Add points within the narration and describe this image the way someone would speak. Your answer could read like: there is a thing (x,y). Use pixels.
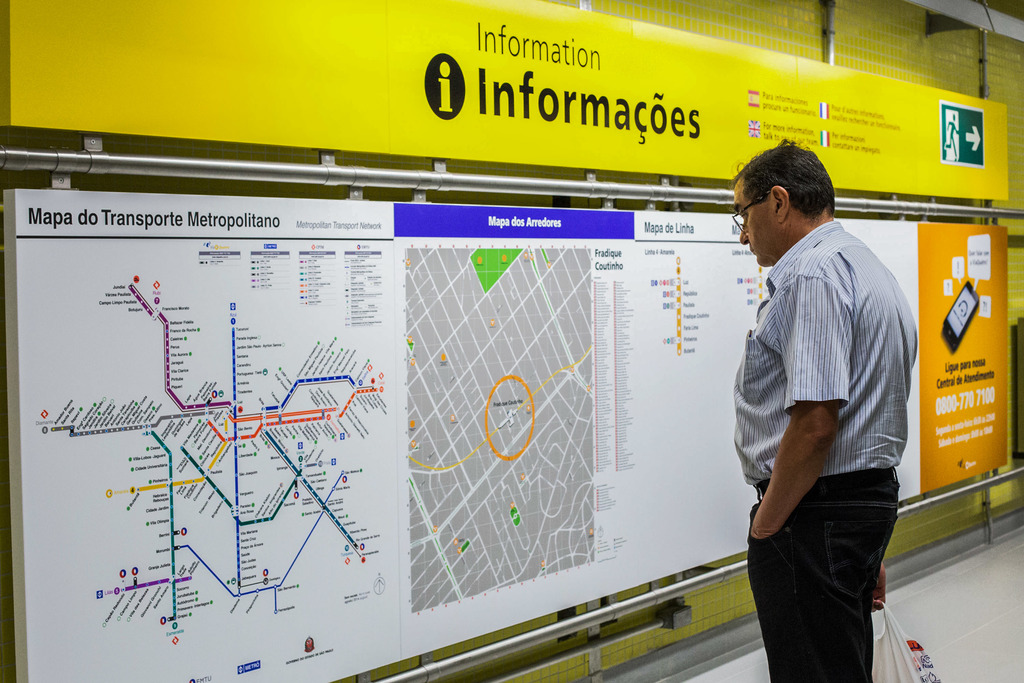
In this image, we can see a person (832,567) holding a cover bag (894,664). We can also see the ground (934,602). We can see some boards (491,268) with text (544,100) and images (484,268). We can see the wall (851,24) and some poles (831,23).
